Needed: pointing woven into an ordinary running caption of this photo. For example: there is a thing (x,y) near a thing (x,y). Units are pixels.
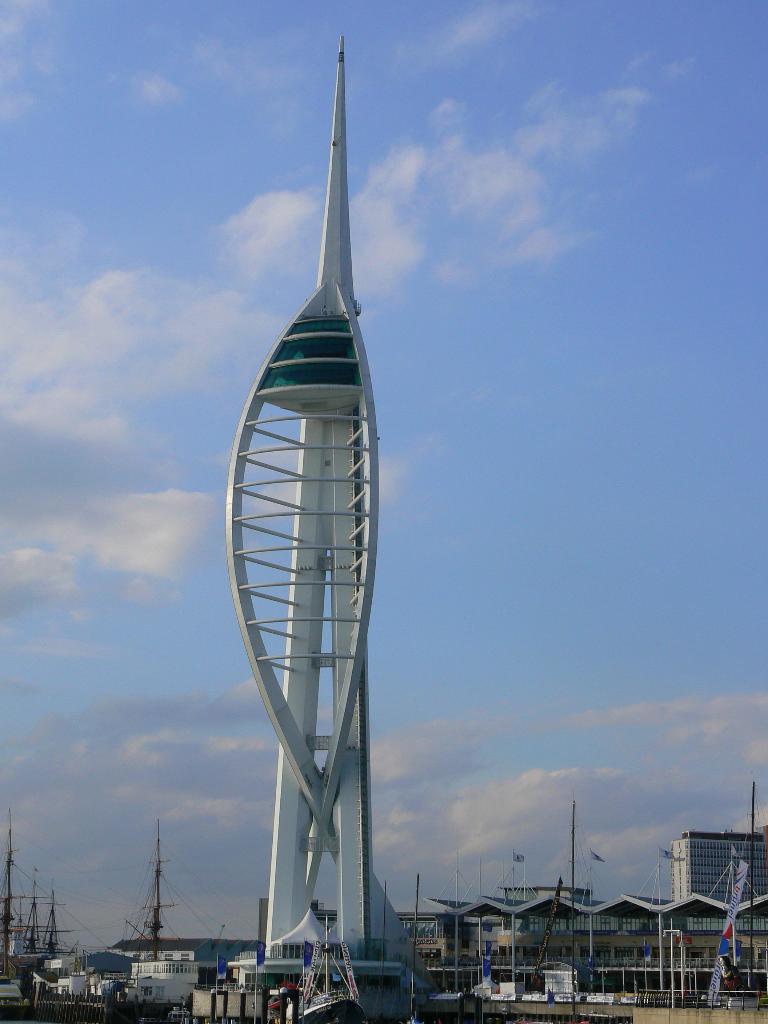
In this picture we can see a tower (293,816), poles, buildings (399,917), banners (487,976) and in the background (86,752) we can see the sky (496,312) with clouds (407,190).
